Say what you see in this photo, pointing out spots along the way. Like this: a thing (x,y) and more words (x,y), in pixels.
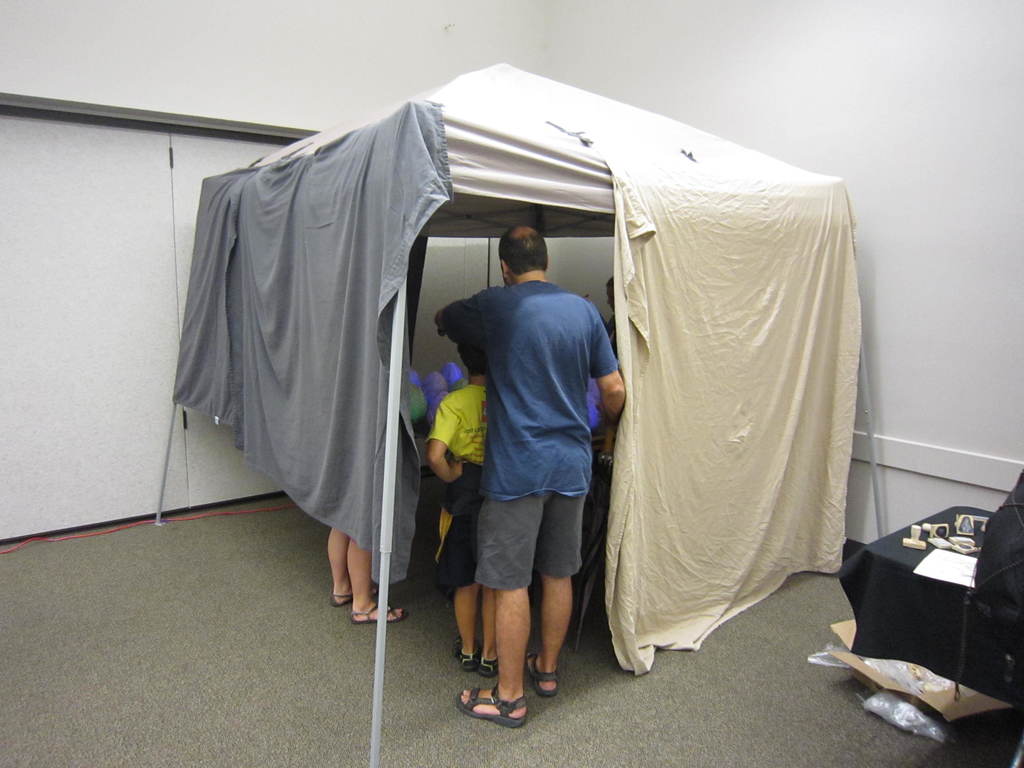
In this picture we can see a tent (645,243), in which we can see few people (471,393) are standing, side we can see the table (911,612) and some objects (965,547).
